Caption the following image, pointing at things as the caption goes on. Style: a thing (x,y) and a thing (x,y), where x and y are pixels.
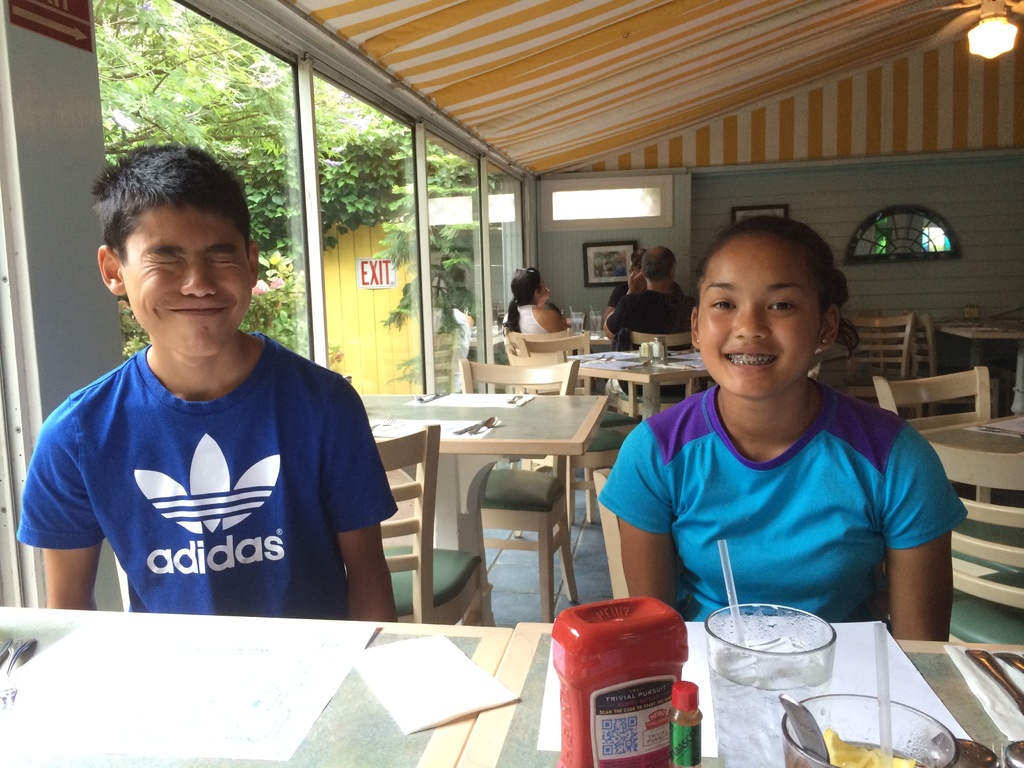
In this Image I see a boy (106,213) and a girl (931,559) and both of them are sitting on chairs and there is a table (512,762) in front of them on which there are few things (799,610). I can also see that these both are smiling. In the background (515,509) I see lot of chairs (529,516) and tables (1012,324) and few people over here and I see there is a light (969,40) over here, I can also see there are few plants (170,33).
